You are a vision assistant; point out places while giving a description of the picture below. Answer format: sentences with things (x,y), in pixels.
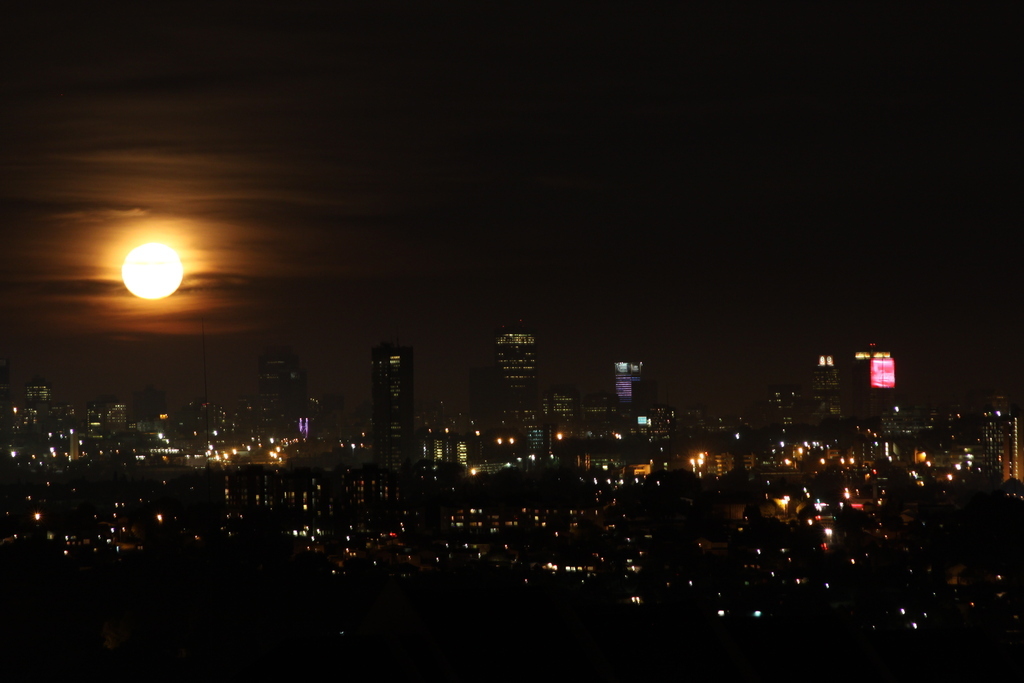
In this image we can see some buildings (142,437) lights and at the top of the image (332,204) there is moon (126,269) and dark color sky (402,226).
